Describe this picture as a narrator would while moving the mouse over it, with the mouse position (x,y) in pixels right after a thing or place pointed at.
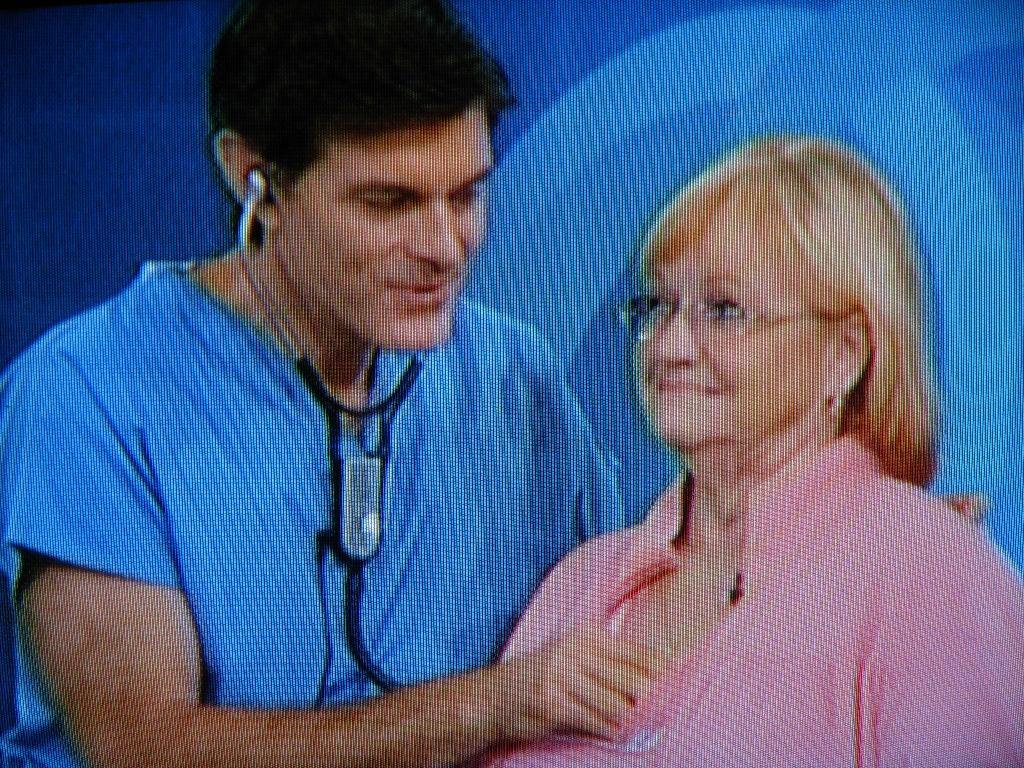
In this picture there is a person (513,463) holding the stethoscope (344,584) and there is a woman (797,700). At the back (193,222) there is a blue background (564,79).
